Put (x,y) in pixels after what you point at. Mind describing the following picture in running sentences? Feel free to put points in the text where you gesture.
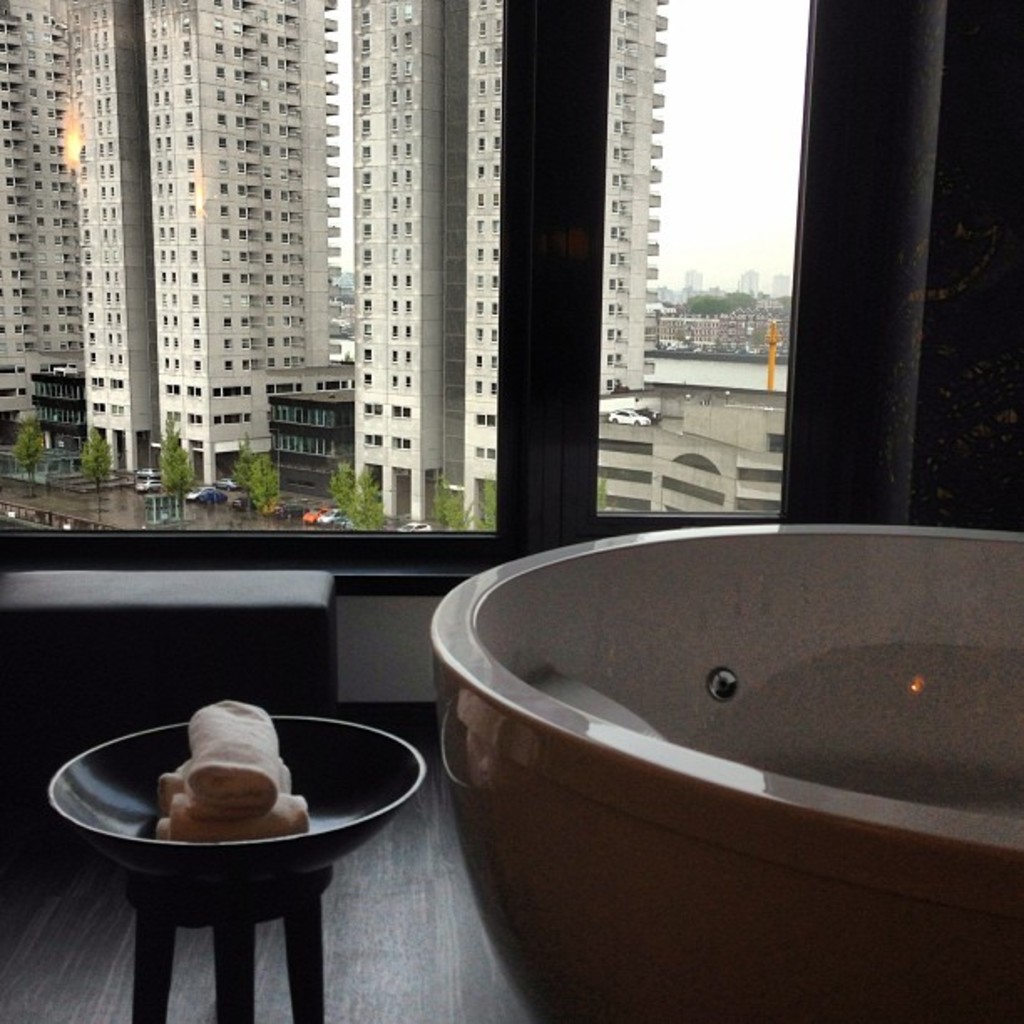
This is inside view of a room (1009,279). We can see a tub (841,700), objects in a bowl (284,858) on a stool (141,993) and a platform (165,677) on the floor (271,1020). Through the window glasses (338,123) we can see buildings (203,408), trees (170,447), vehicles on the road (6,488), water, pole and the sky (770,146).
